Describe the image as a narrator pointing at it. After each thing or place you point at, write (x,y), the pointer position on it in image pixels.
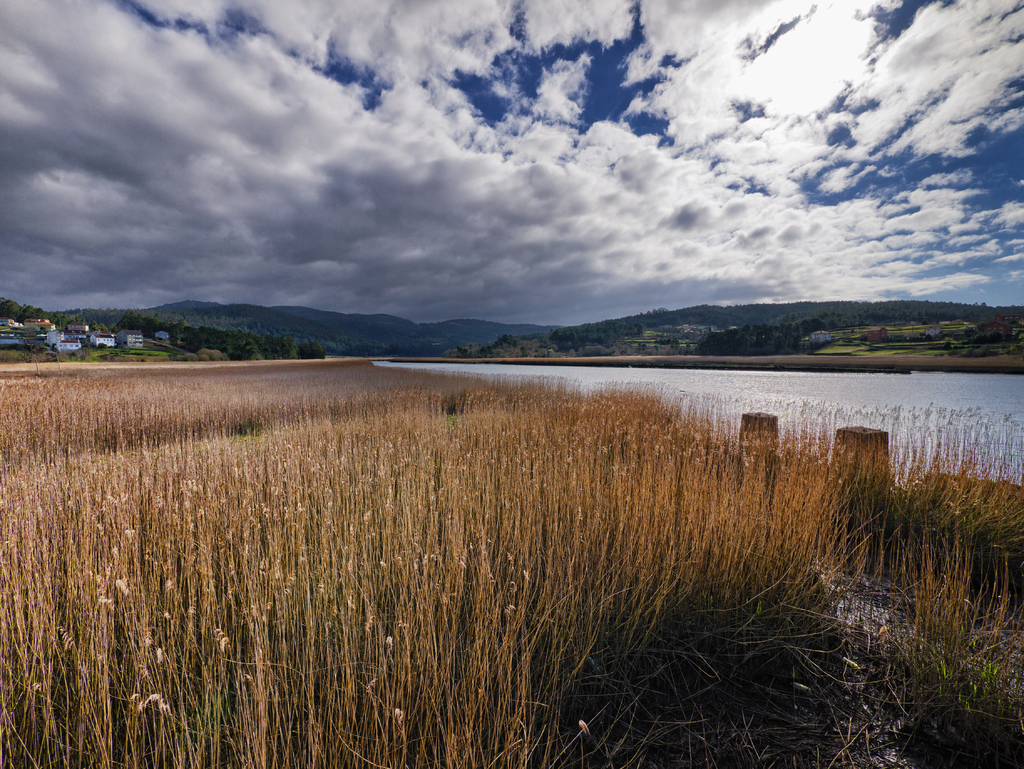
This picture is clicked outside the city. In the foreground (547,715) we can see the grass (486,457) and plants (411,612). In the center (522,375) there is a water body (869,377) and we can see the plants (69,359) and many number of houses (126,336). In the background (531,65) there is a sky (651,116) which is full of clouds (787,291) and we can see the trees (497,349) and hills (237,320).
